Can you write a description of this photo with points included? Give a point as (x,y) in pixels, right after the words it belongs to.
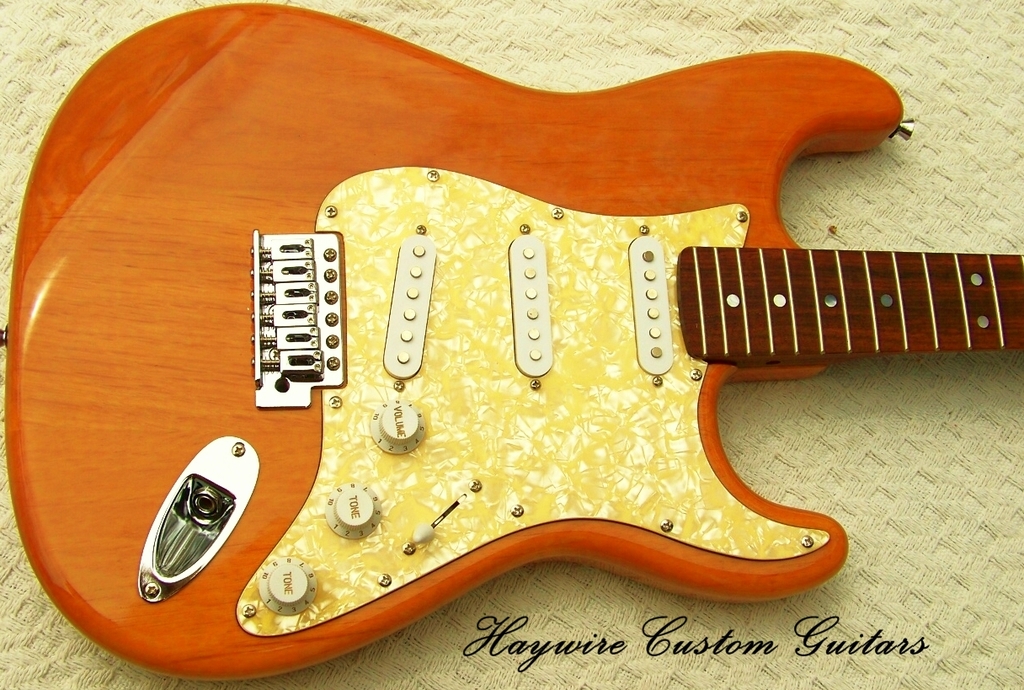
In this image I can see a guitar (871,127).
